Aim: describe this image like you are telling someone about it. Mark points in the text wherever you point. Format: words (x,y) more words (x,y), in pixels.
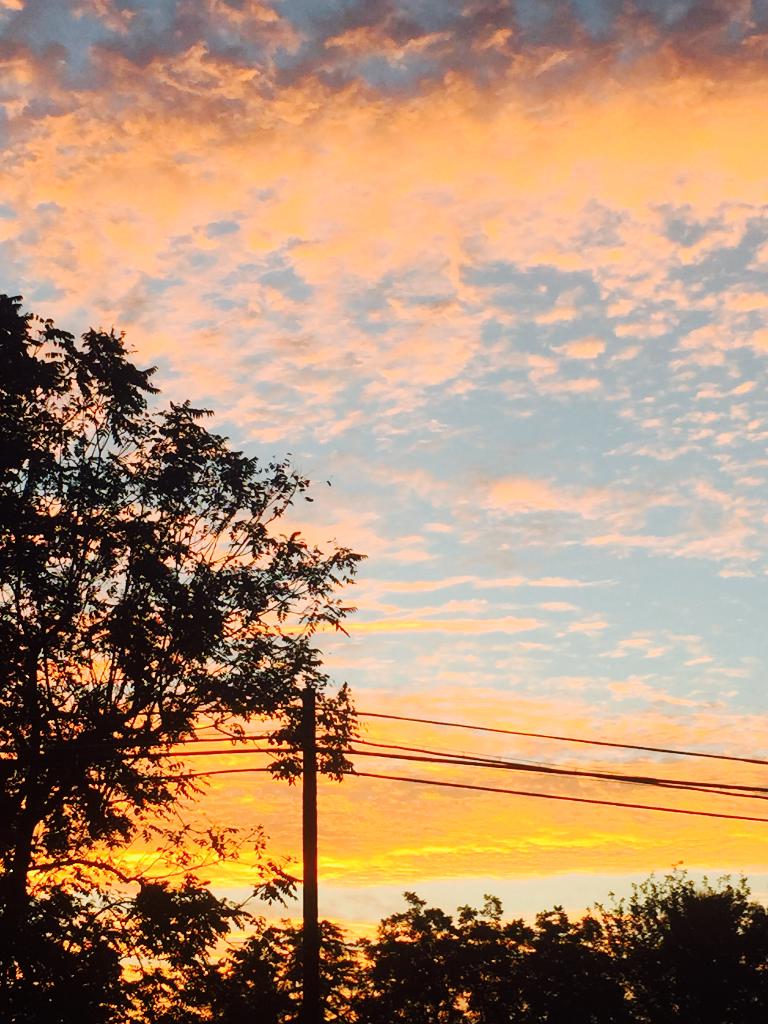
In this image there are trees (221,922) and a utility pole (311,800), in the background (620,535) there is the sky (366,289).
